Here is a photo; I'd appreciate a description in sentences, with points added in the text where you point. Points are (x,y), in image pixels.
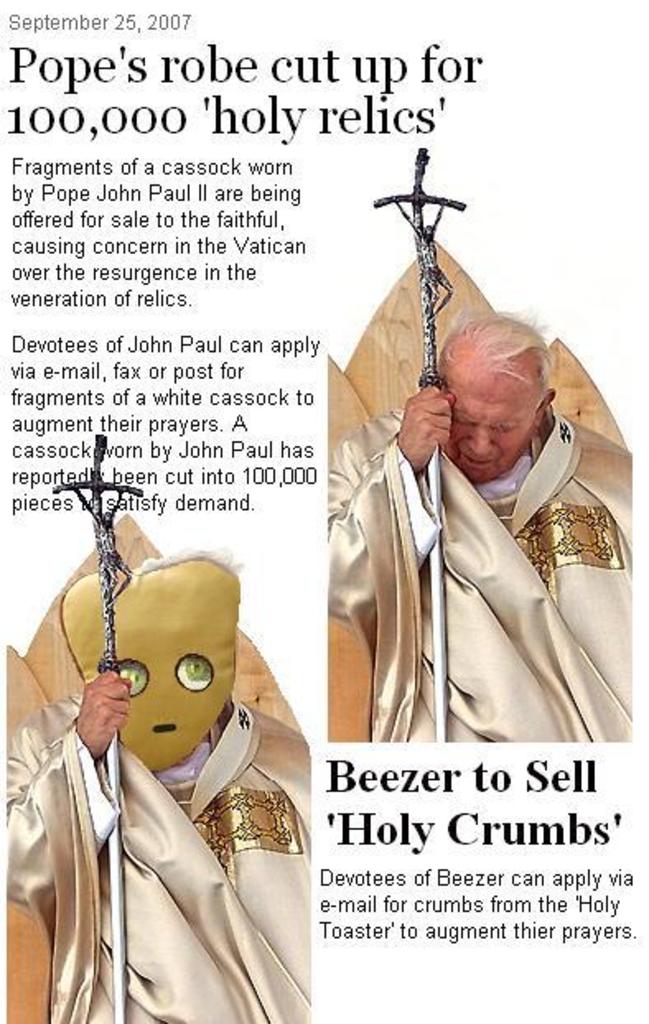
In this image we can see a man (329,497) is standing, and holding an iron rod (426,348) in the hands (437,435), here is the matter (96,304) written on it.
